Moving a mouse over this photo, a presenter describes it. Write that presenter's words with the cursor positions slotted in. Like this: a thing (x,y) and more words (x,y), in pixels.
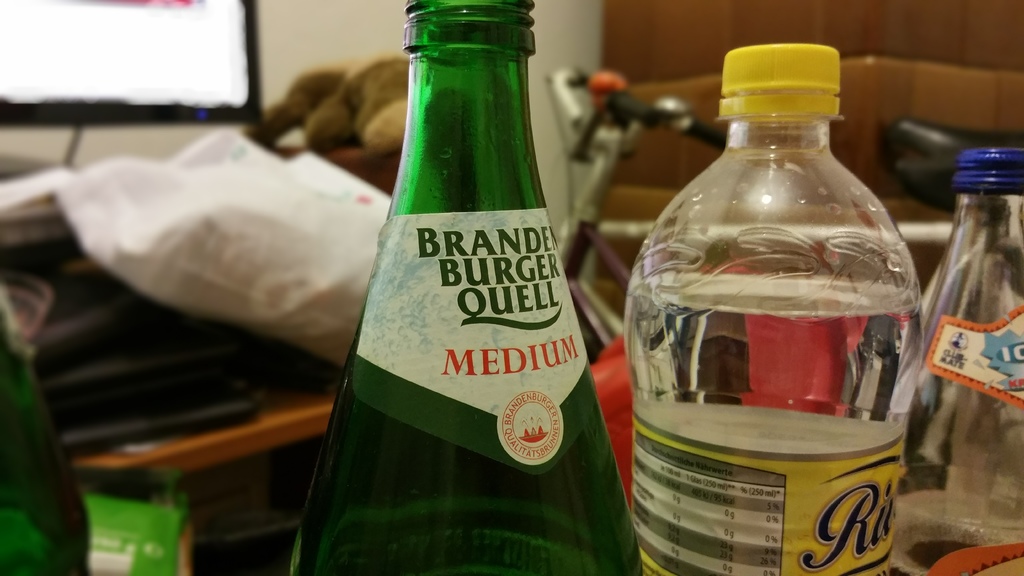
In this image I can see few bottles (480,233). In the background (25,82) I can see a cycle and a screen (148,102).
